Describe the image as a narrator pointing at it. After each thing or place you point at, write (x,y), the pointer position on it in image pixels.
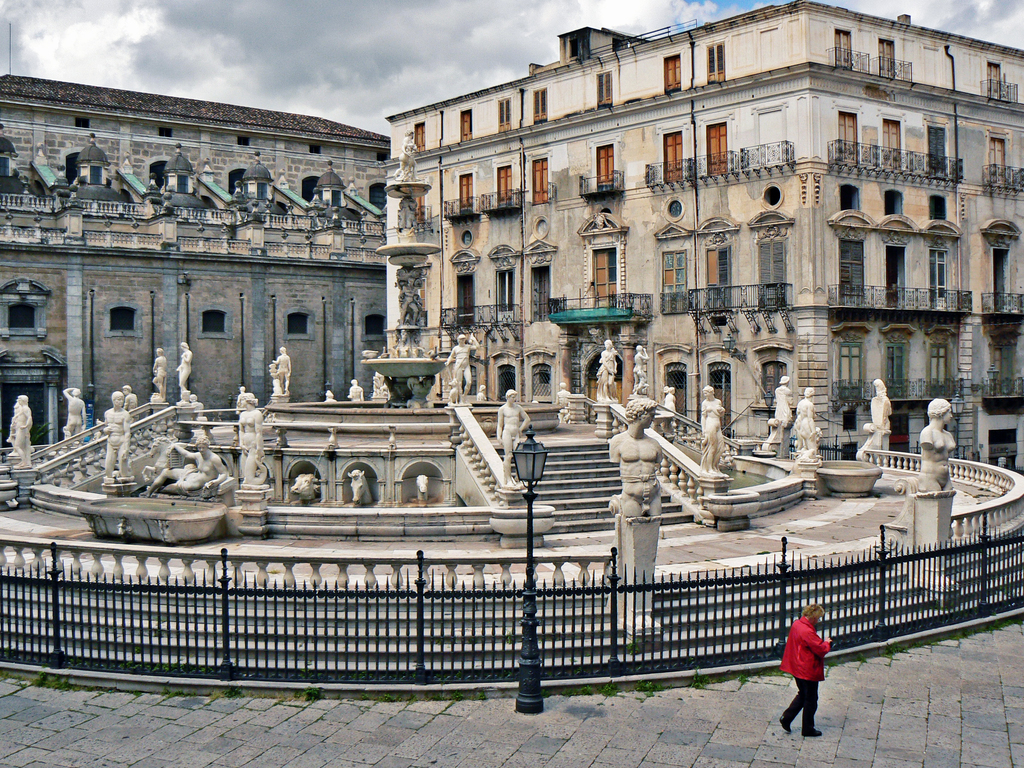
In this image there is a person (807,696) standing, there are sculptures (18,461), iron grills (314,617), poles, lights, there are buildings (553,245), and in the background (344,40) there is sky (276,20).
